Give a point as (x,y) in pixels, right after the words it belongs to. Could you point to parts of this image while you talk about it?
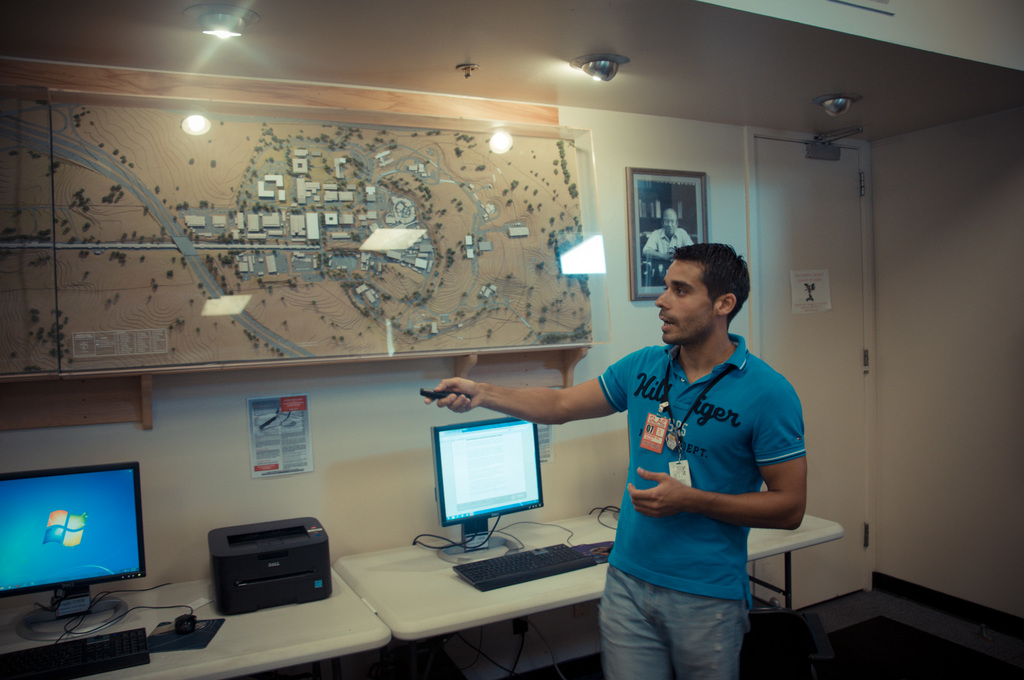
This picture shows couple of monitors (488,455), printers (270,527) and keyboards (120,646) and a mouse (189,620) on the tables (189,600) and we see a poster (287,405) on the wall (241,410) and see man (610,396) standing and holding a torch (425,394) in his hand (460,390) and speaking. He wore ID cards (662,433) and we see a map (554,275) on the wall (611,344) and a photo frame (639,177) and couple of lights (597,65) to the roof (635,74) and we see a door (856,263).
